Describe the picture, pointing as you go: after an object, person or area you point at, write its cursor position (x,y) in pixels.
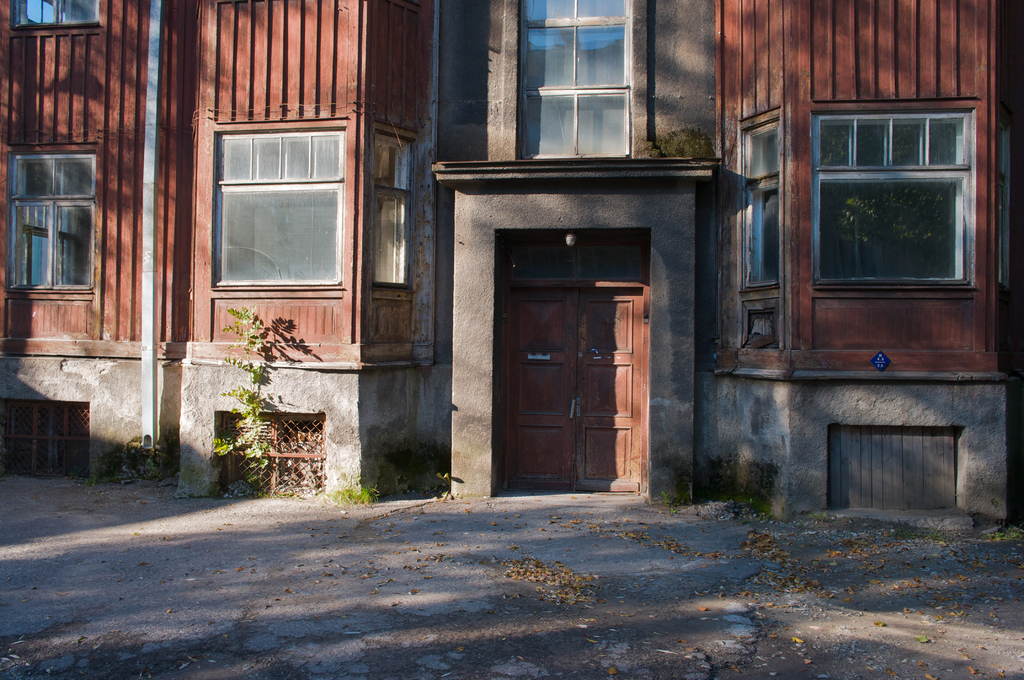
At the bottom of the picture (406,626), we see the pavement (358,621) and the dry leaves (576,602). In the middle (633,368), we see a brown door (598,315) and a building (524,224) in grey and brown color. It has the glass windows (243,196). On the left side (155,18), we see a white pole (151,382) and a plant (233,310).
